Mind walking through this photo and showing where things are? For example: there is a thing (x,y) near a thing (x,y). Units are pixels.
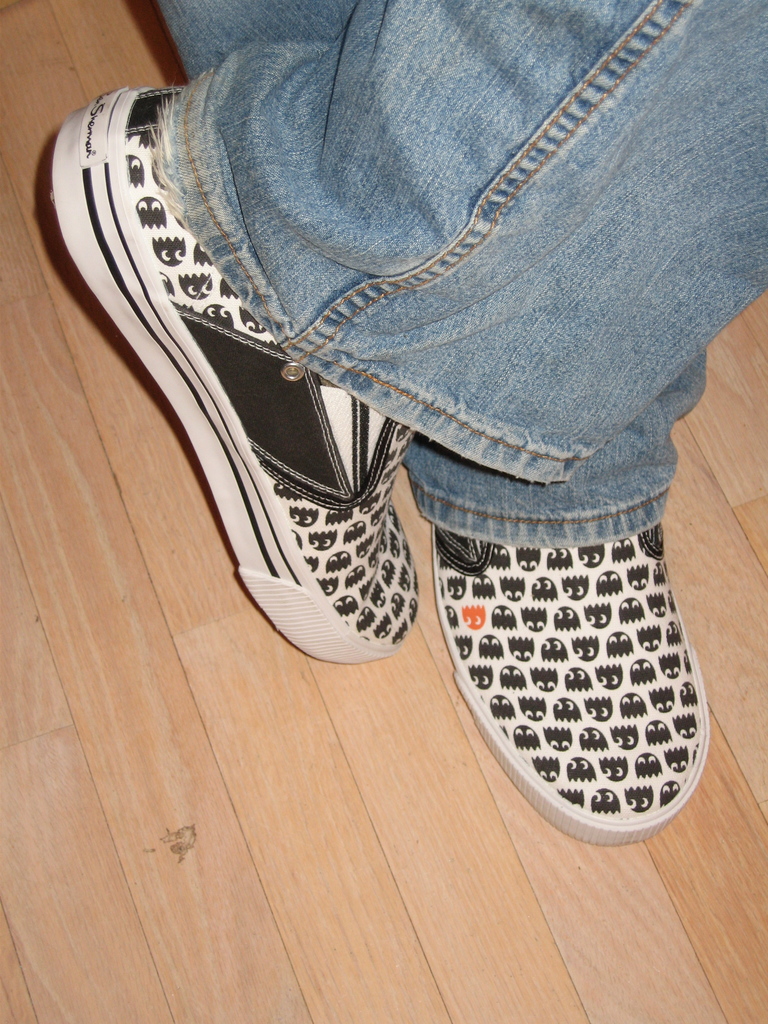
In the foreground of this picture (471,295), we can see a person's legs (433,274) on the floor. He is wearing a blue jeans (432,97), a white and black shoes (574,662).
